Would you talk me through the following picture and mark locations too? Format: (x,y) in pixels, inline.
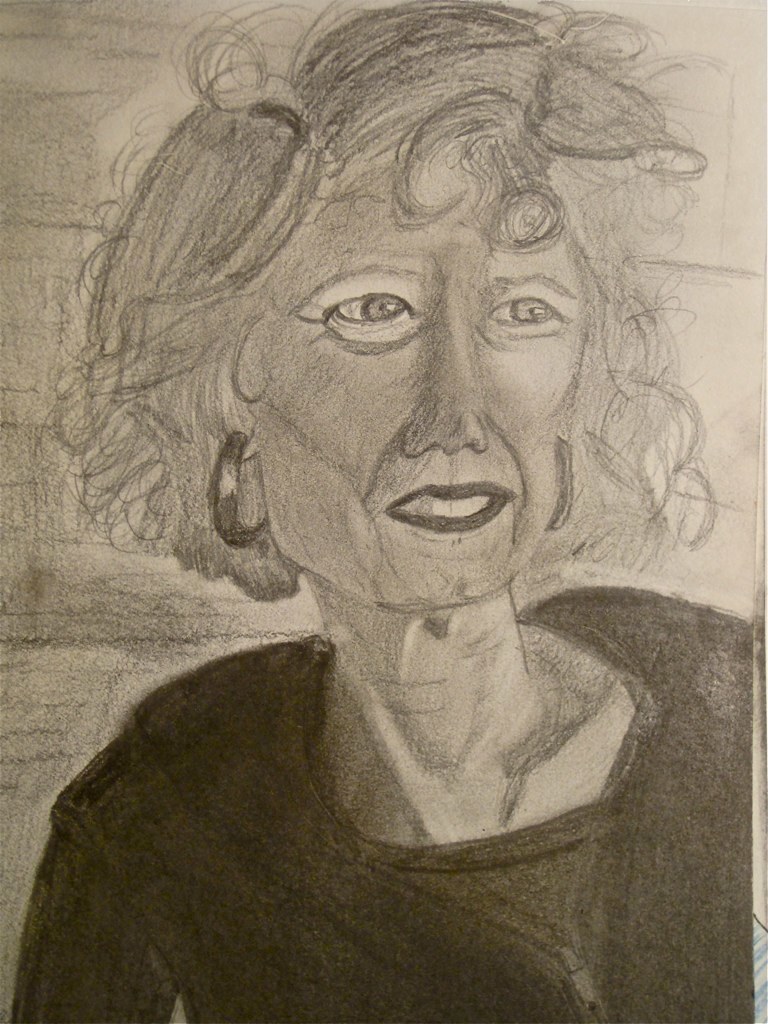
In this image there is drawing (448,687) of a person (535,746), the background of the person (695,621) is white in color.
